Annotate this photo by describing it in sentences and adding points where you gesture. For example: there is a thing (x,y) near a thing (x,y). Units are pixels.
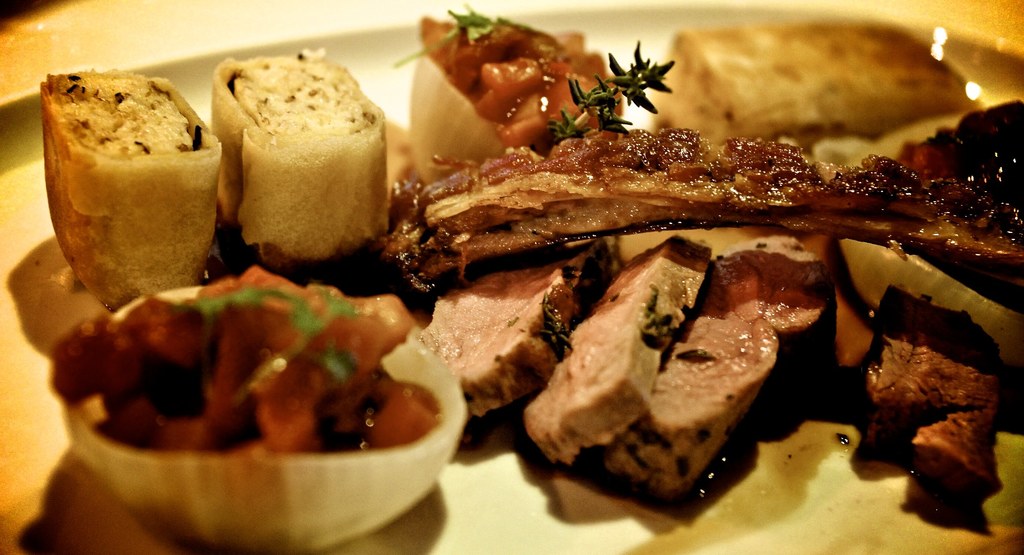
In this image I see a plate (532,516) on which there is food (455,205) which is of cream, brown, red and green in color and I see a bowl (288,481) which is of white in color and there is food (207,370) which is of red and green in color.
